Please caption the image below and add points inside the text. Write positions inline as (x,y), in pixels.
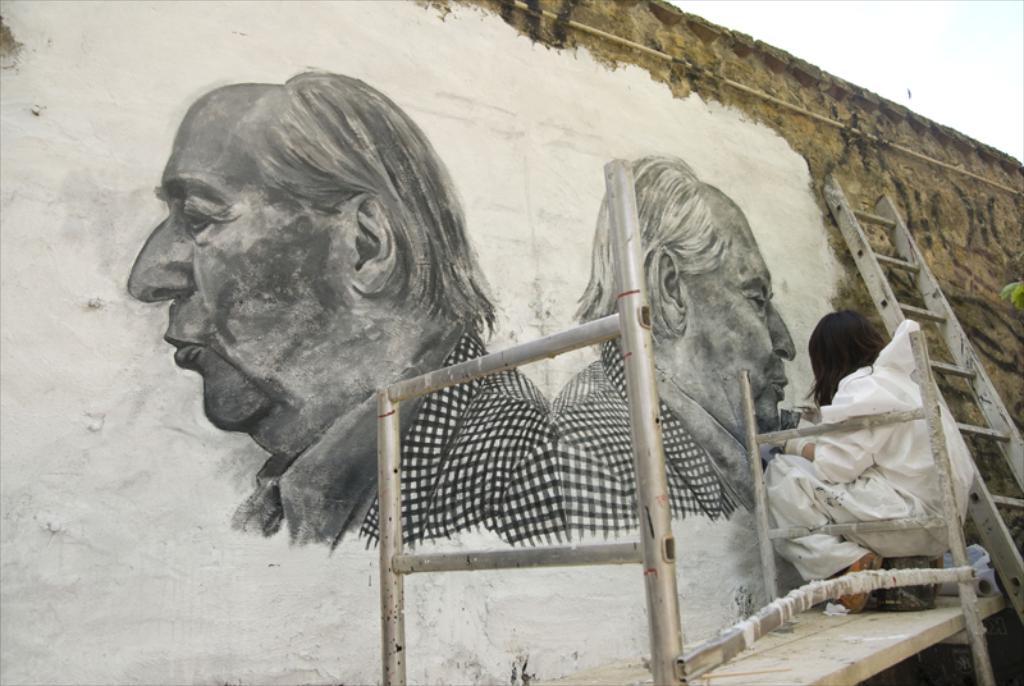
In this picture we can see the black and white painting (194,273) of the persons (342,222) on a white surface (539,143). We can see a person (786,503) holding an object (781,424) in the hand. This person (859,569) is visible on an object (769,566). We can see a ladder (987,511) and a leaf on the right side (1010,441). A wall (967,295) is visible in the background (576,366).
